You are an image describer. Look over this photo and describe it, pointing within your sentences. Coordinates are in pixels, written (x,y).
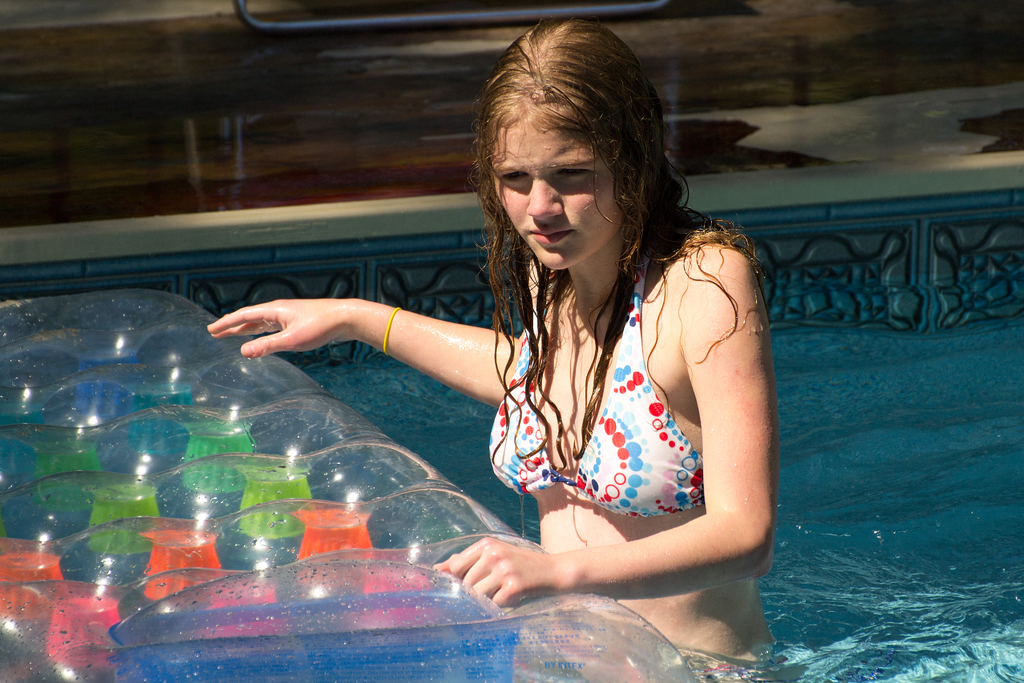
In the center of the image (499,333) there is a person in the water (867,528). In front of her there is a float (394,568). In the background of the image (276,108) there is a floor (820,17).
